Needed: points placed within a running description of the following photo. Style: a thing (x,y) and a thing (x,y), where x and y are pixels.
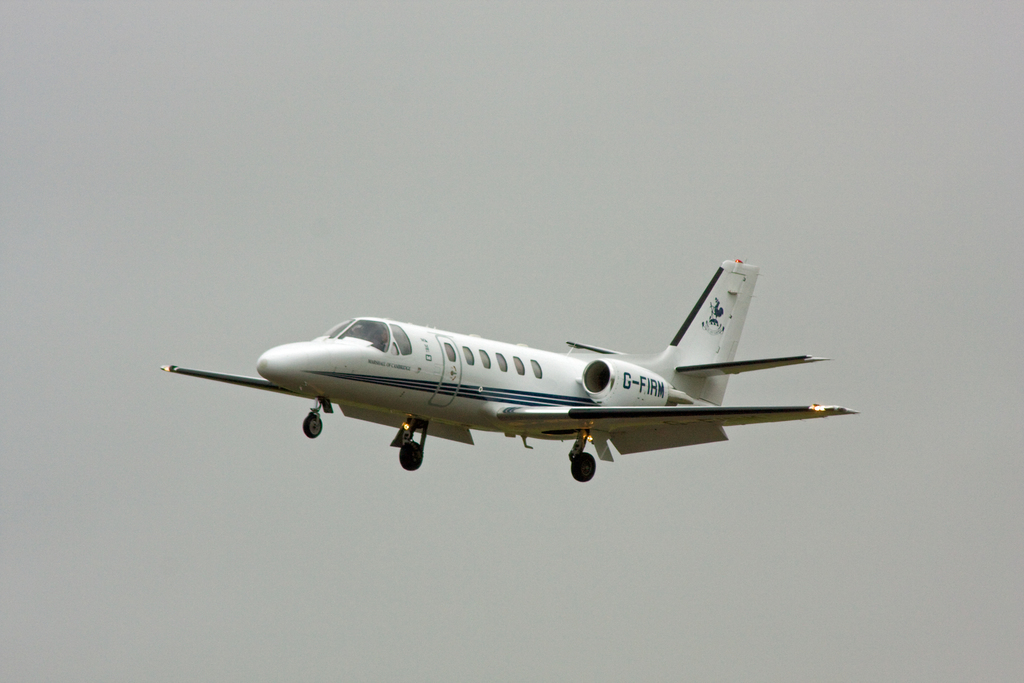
In this image, we can see an airplane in the sky (614,96).
